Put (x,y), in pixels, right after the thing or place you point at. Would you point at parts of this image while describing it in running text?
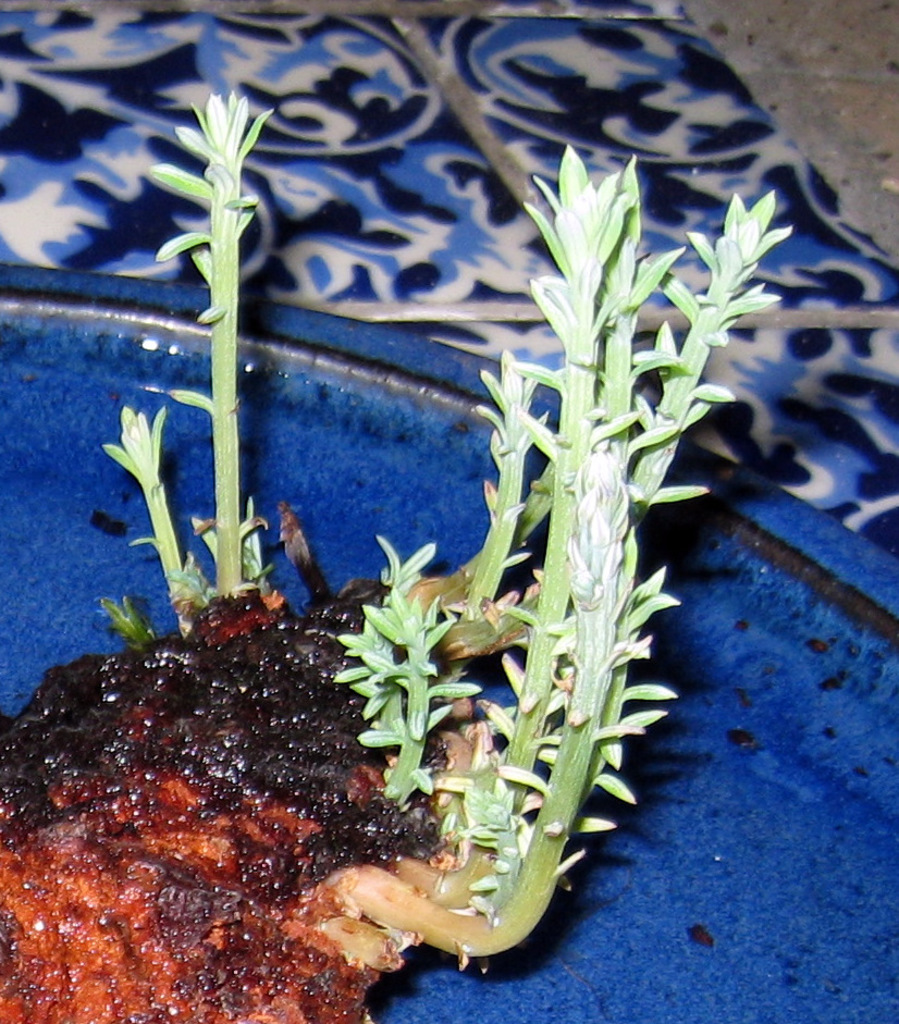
In this picture we can see plants (493,565) in a blue tray (655,537) and this tray (391,489) is placed on a platform (507,258).
